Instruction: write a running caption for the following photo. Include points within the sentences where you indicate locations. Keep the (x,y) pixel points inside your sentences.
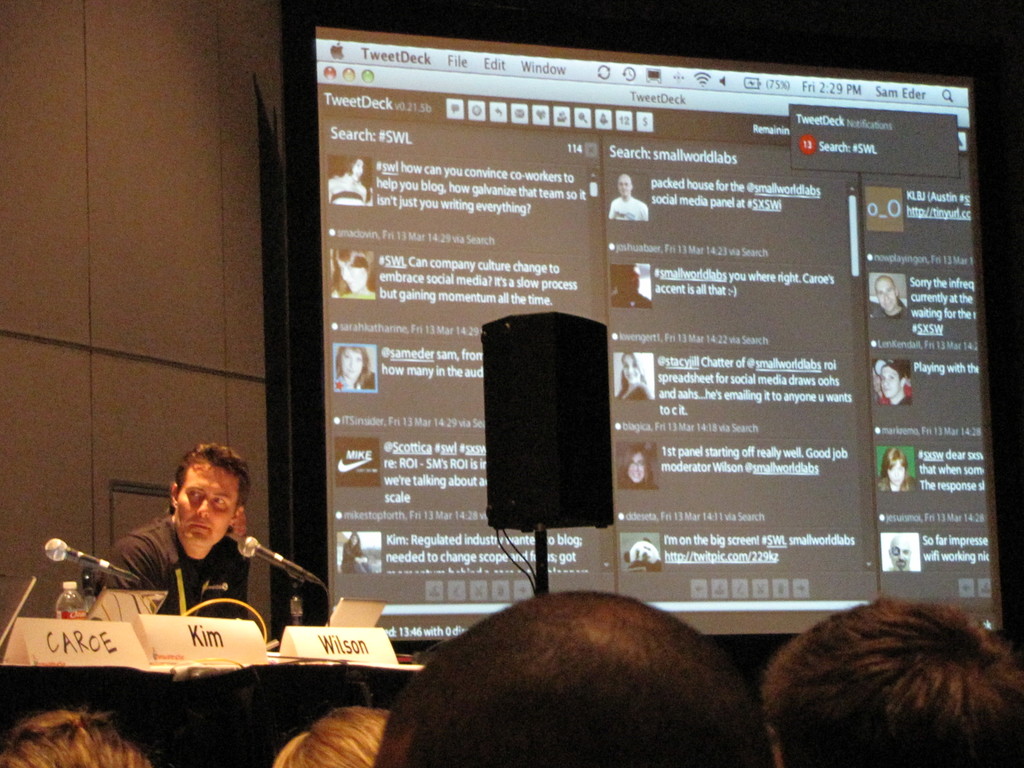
In this image we can see a person (191,543) sitting. In front of him there are mics (80,556), bottles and name boards (145,616). At the bottom (880,682) we can see heads (420,709) of persons (671,698). In the background (410,251) there is a screen (514,187) with some text (500,196) and images (369,173). In the background (147,217) there is a wall (122,182).
